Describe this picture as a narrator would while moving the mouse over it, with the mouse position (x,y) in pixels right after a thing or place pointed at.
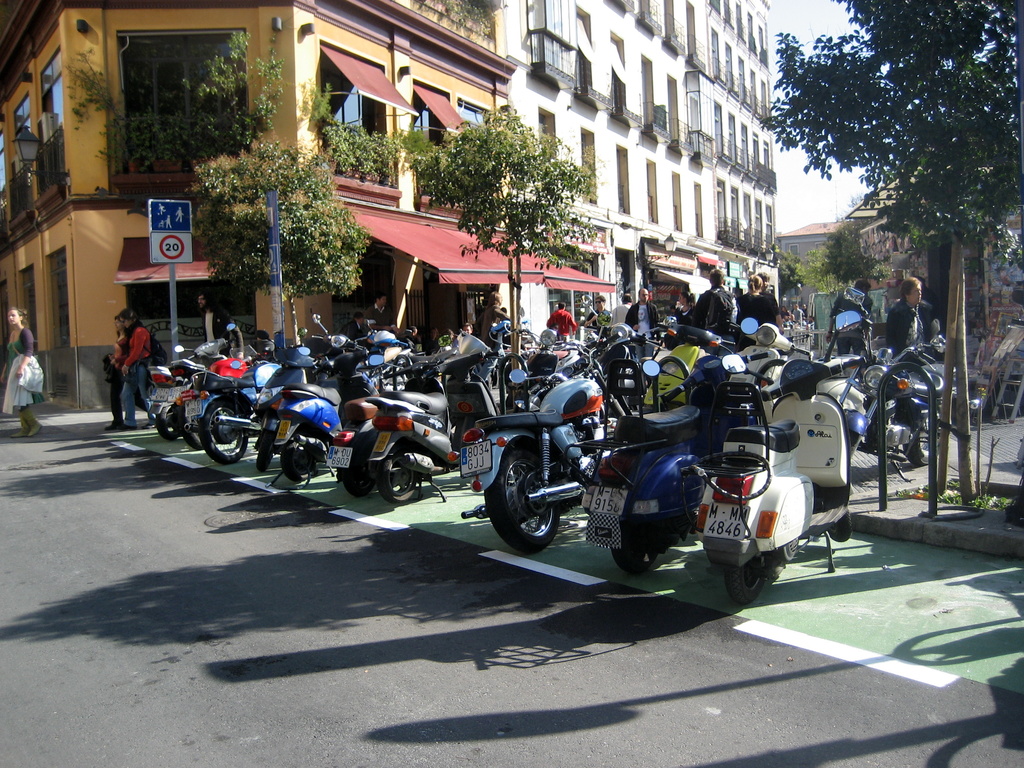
In this picture we see few buildings (658,166) and trees (544,214) and few motorcycles (670,428) parked on the road (457,480) and few people (123,393) walking and a sign board (181,247) on the sidewalk (102,414) and few people (714,284) standing on the side and a cloudy sky (804,37).
